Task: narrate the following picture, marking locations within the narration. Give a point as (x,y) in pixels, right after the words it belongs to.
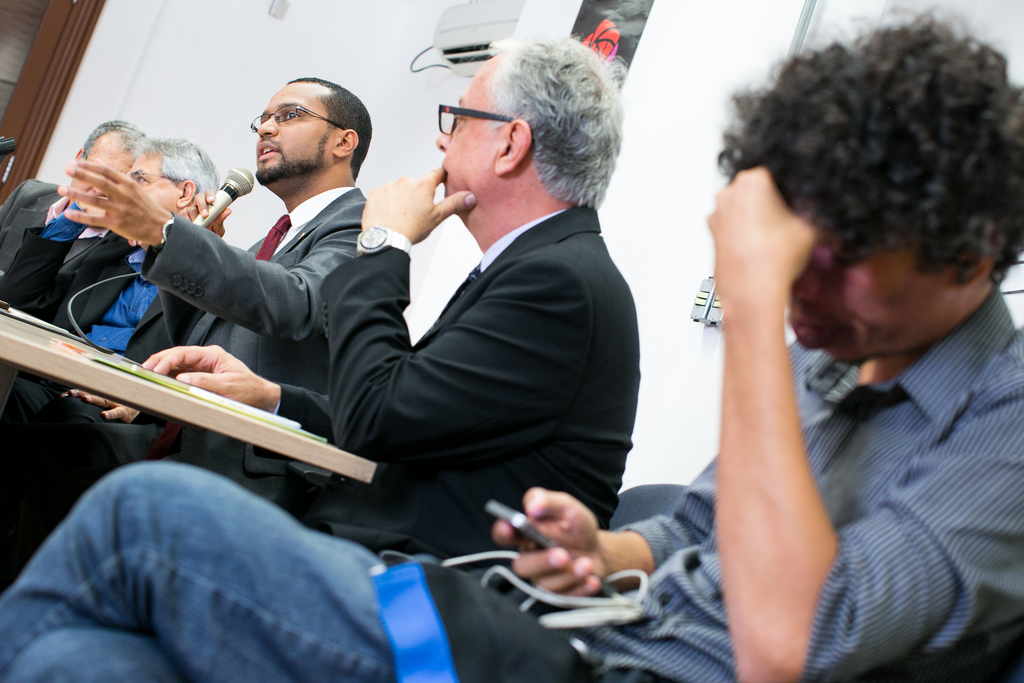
In this image we can see few people (352,318) sitting on the chairs (651,492), a person (274,172) is holding a mic (224,189) and a person (619,543) is holding an object (518,525) looks like a phone (534,532), there are few objects (66,343) on the table (83,358) and there are few objects (481,27) on the wall (705,276) in the background (472,15).
